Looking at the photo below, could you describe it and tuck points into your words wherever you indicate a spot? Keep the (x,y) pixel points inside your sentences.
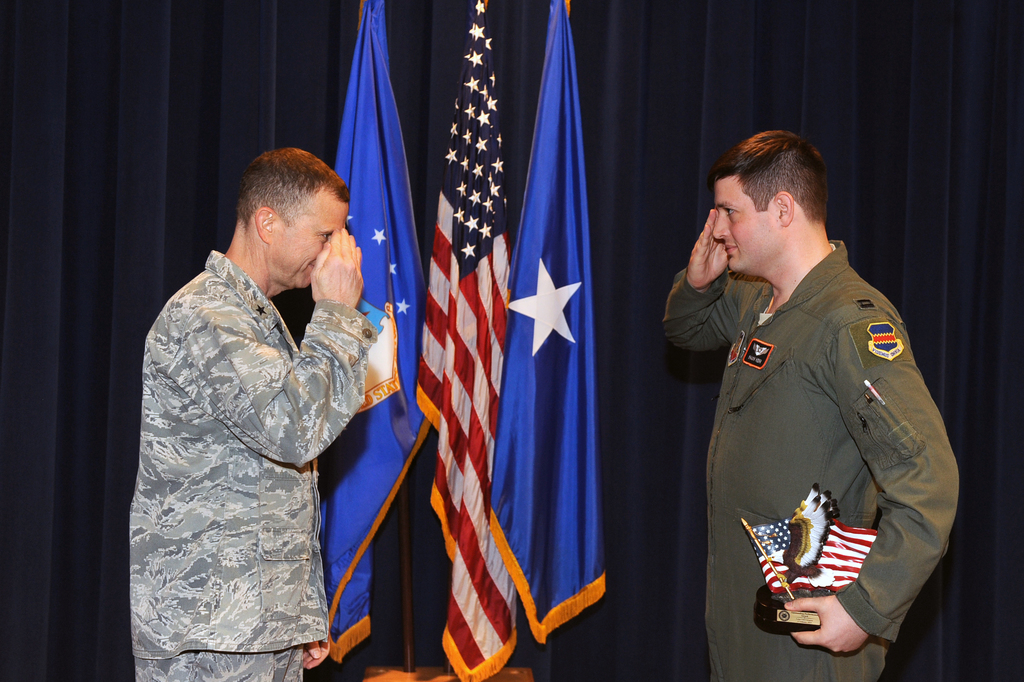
In this image we can see two persons (780,419), one of them is holding an object (838,558), there are flags (499,289), also we can see the curtain (971,258).
